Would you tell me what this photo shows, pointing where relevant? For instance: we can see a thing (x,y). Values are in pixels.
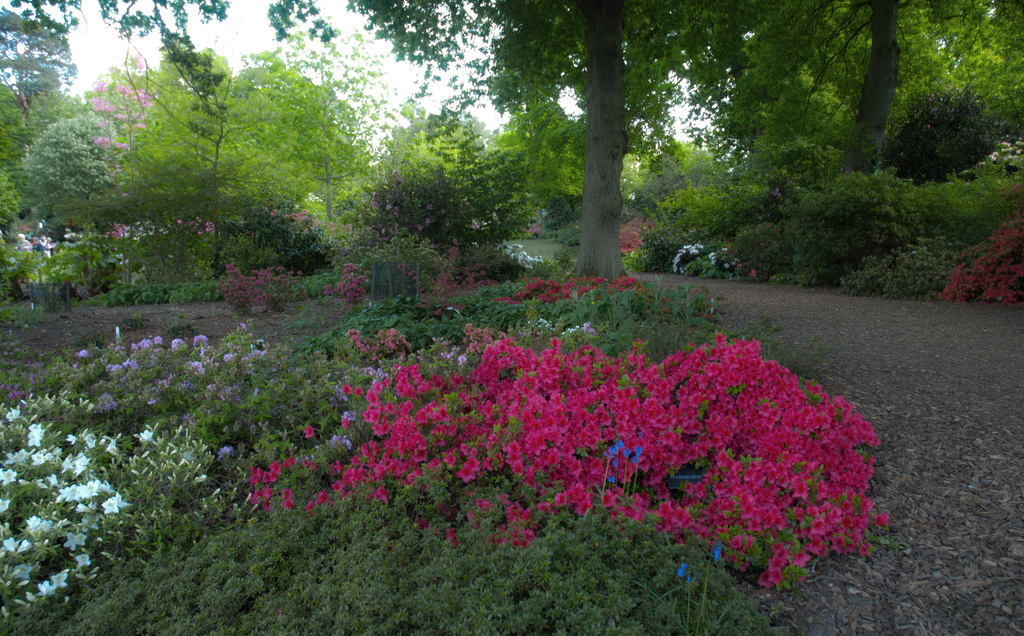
In this picture we can see there are plants (276,467) with flowers (648,400) and behind the plants (177,351) there are trees (232,205) and a sky (253,18).
